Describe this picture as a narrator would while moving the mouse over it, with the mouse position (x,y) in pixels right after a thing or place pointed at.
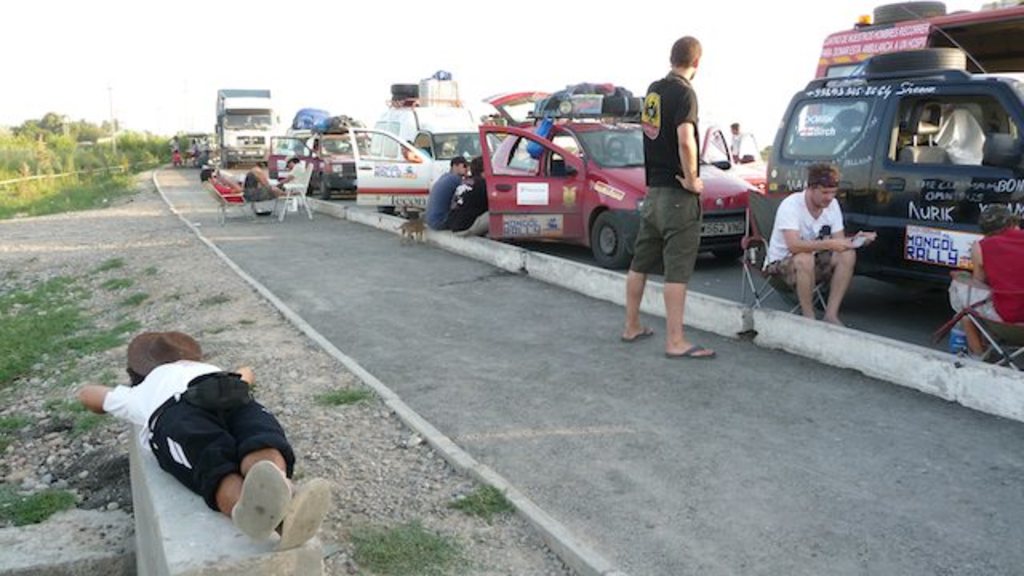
In the middle of the image (588,211) we can see motor vehicles (608,173) parked on the road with goods (452,83) on the top of them. Beside the motor vehicles (425,163) we can see persons (804,265) sitting and standing on the road (464,299). in the background (75,212) we can see stones (359,452), pavement (449,248), grass (77,322) and trees (94,149).
